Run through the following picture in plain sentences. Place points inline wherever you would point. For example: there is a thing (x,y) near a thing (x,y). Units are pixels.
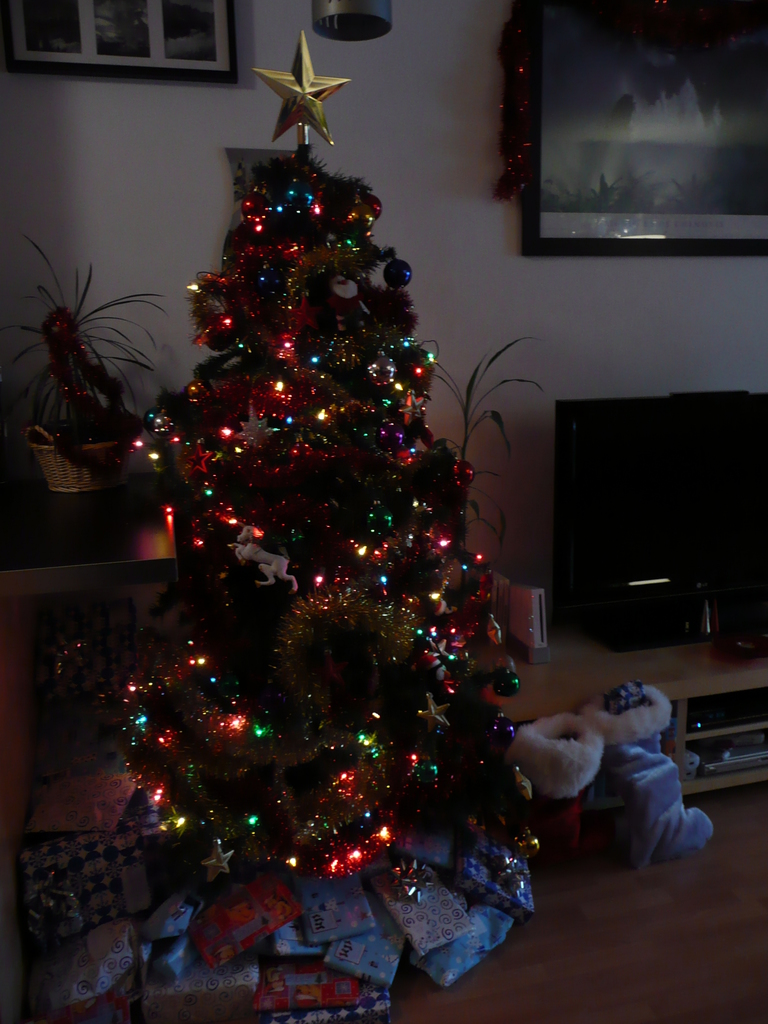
In this image we can see decorative items (298,468) on a tree (305,507). At the bottom (182,941) we can see gifts (301,973) and objects (568,836) on the floor (485,1011). There is a TV (650,599) and objects (621,713) on the table (660,649), frames (601,211) on the wall (10,250) and on the left side (109,441) there is a plant (83,320) in a basket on a platform (21,488).
